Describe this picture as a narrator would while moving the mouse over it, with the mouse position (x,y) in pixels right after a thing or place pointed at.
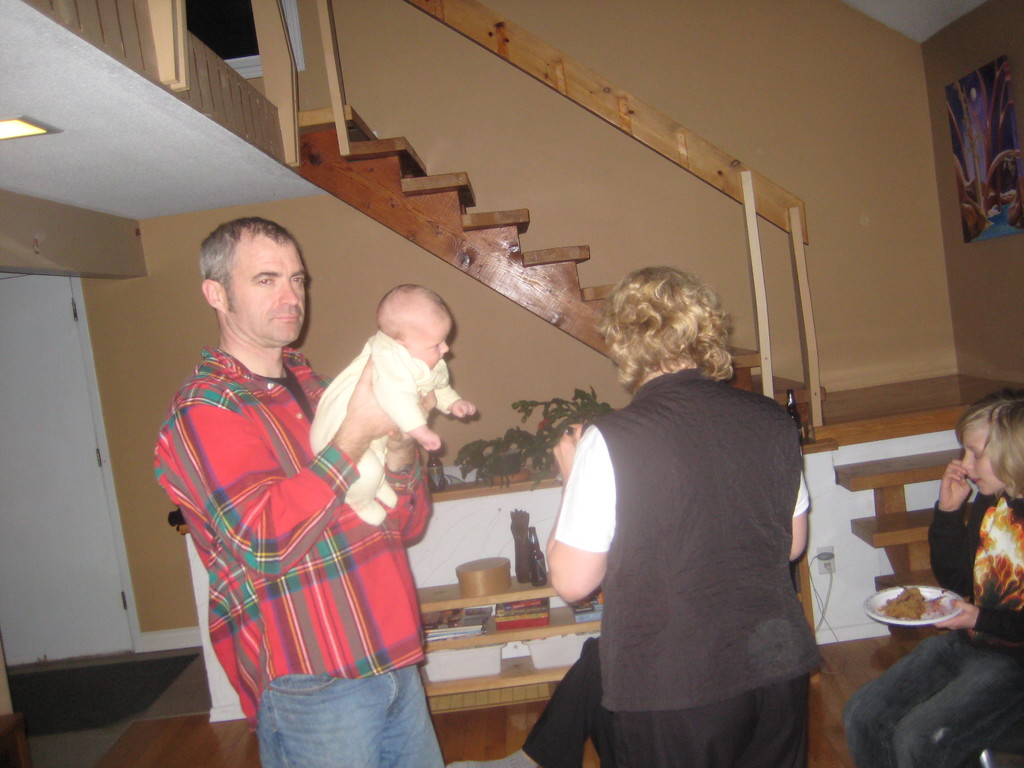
In this image we can see a man (284,392) carrying a child (358,500) and there is a woman (642,448) standing beside him. On the right side (997,592) we can see a person (993,580) sitting on the chair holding a plate (949,603). On the backside (592,606) we can see the stairs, some books (522,602) in the shelves (534,593) and a photo frame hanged to a wall (751,125).
